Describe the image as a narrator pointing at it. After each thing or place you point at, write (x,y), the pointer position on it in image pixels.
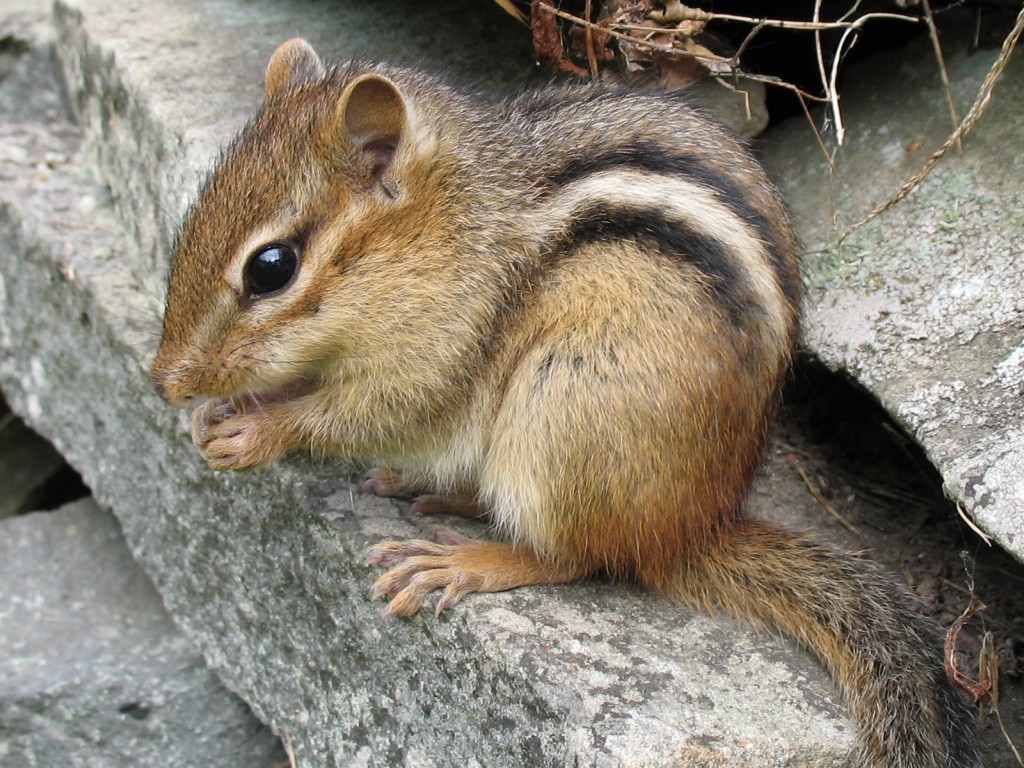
This is a squirrel (464,343), which is on the rock (228,590). At the top of the image (730,58), I think these look like the stems (826,23), which are dried.
